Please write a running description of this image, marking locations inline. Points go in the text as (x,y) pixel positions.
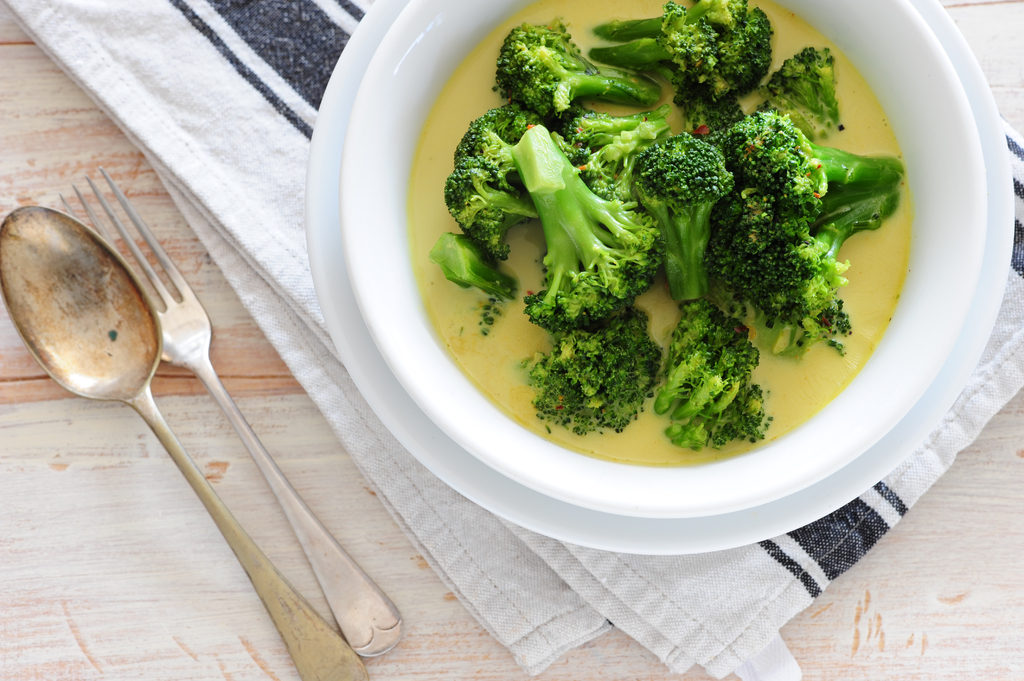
In this image, we can see food (518,148) in the bowl (415,312) and there are spoons (132,372) and we can see clothes (153,135) on the table (93,543).
